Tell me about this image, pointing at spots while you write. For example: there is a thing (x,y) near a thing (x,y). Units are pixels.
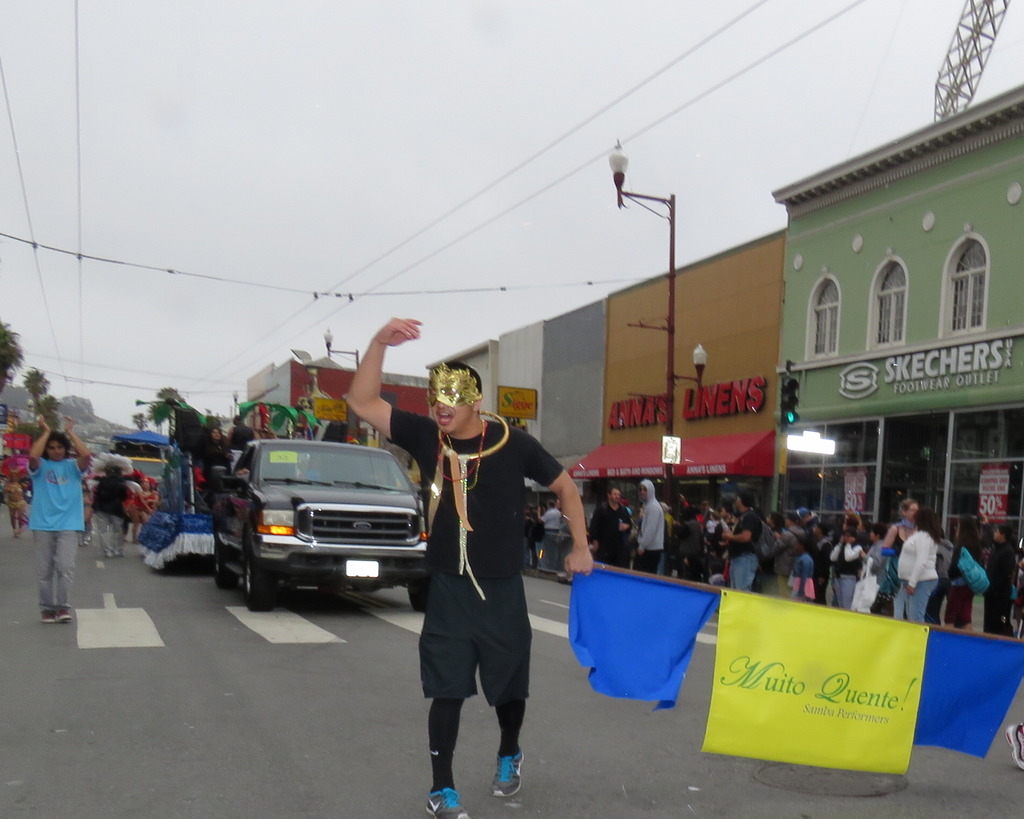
In this picture we can see some people (108,523) are standing, a man (501,590) in the front (499,580) is holding a stick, we can see clothes (835,700) on the right side (945,684), on the right side (808,377) there are some buildings (716,389), poles (671,264) and lights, on the left side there are trees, we can see vehicles (142,446) in the middle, there is the sky (334,164) at the top of the picture (347,106).
